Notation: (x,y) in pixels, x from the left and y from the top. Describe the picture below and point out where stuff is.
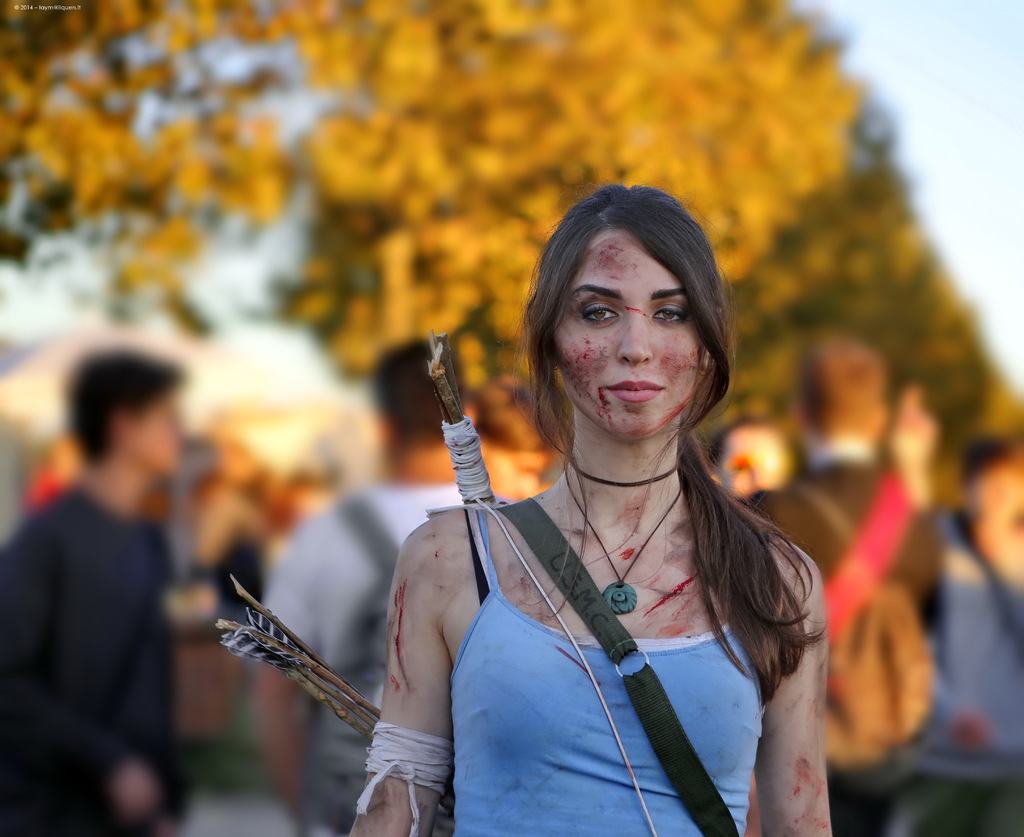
In this image, we can see a woman (679,656) is smiling and seeing. Here we can see few sticks (327,695). Background (1001,292) there is a blur view. Here we can see a group of people (971,595). Few people (866,351) are wearing bags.
